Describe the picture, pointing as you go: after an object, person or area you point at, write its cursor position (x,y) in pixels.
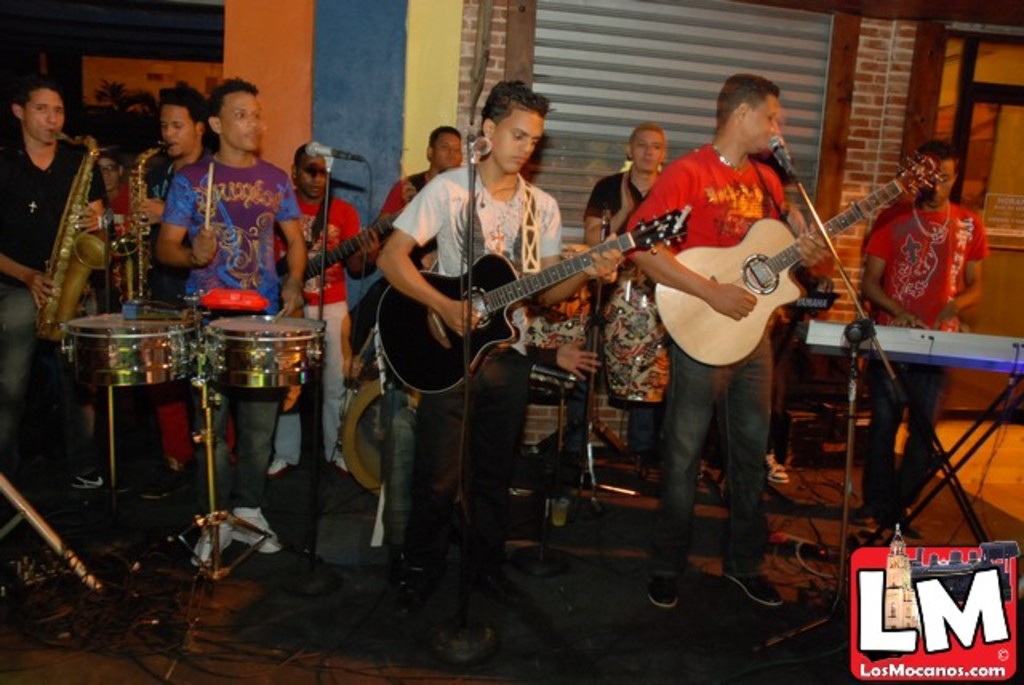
In this picture there are group of people (496,187) who are standing and playing musical instruments (722,340). There is a mic (332,148).
